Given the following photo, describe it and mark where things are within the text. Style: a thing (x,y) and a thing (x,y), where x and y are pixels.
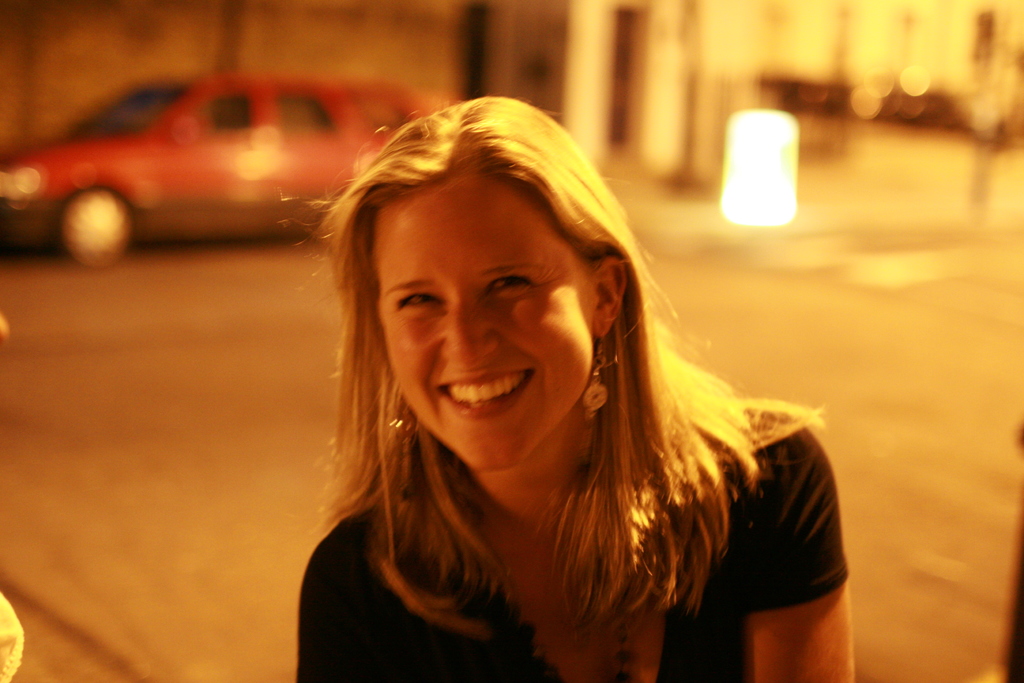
In the center of the image (393,382), we can see a lady (453,460) smiling and in the background (181,127), there is a car (213,154).
